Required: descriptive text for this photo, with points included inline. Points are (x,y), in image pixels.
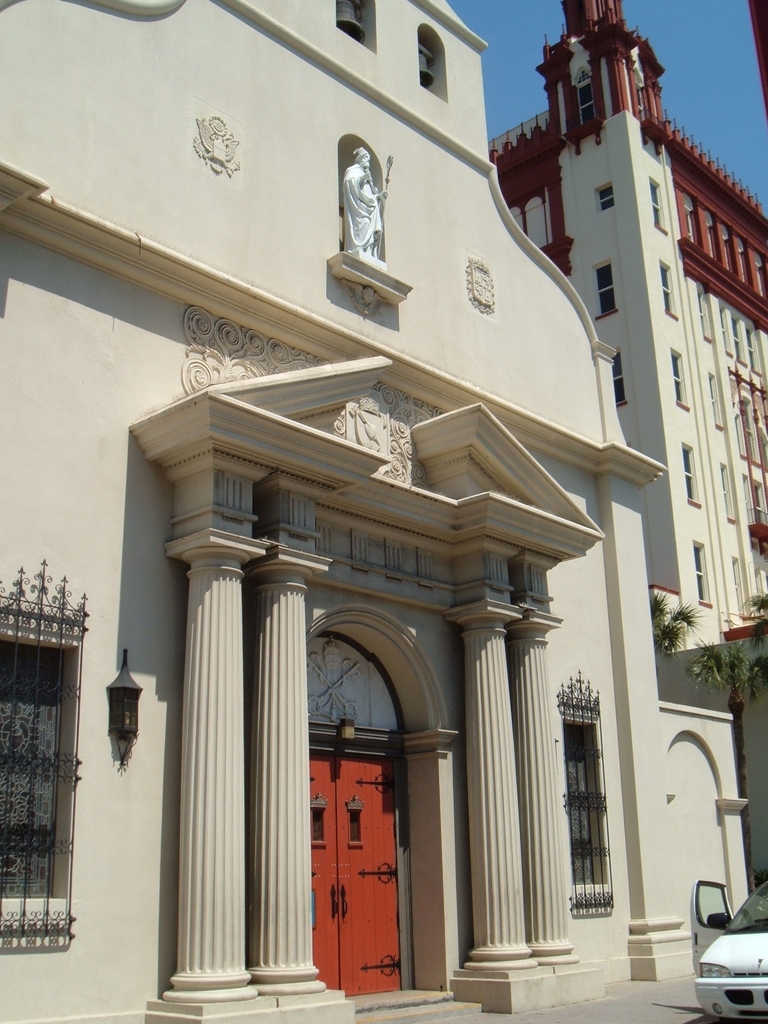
In front of the image there is a car (714,978) on the road (654,1012). There are buildings (411,607), trees (754,693). At the top of the image (738,75) there is sky (738,105).
